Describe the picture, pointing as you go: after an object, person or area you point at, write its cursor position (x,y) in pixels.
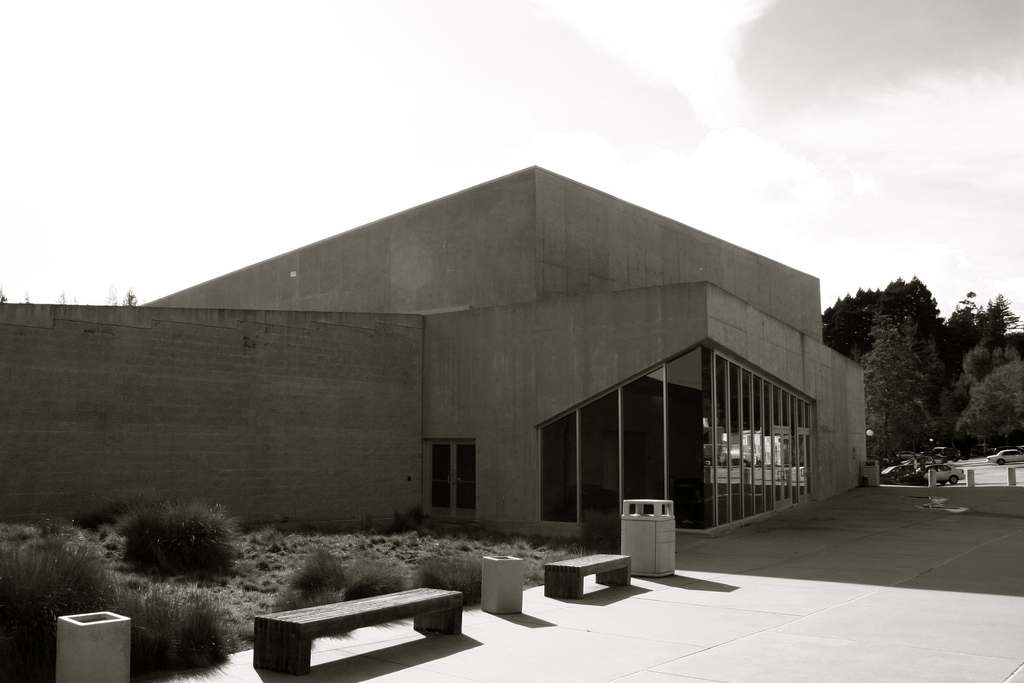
In this image we can see a building (507,405) with roof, windows (639,477) and a door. We can also see some plants (246,600), benches (404,593), pole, trees (935,377), cars (937,456) on the road (1001,466) and the sky (651,201) which looks cloudy.
